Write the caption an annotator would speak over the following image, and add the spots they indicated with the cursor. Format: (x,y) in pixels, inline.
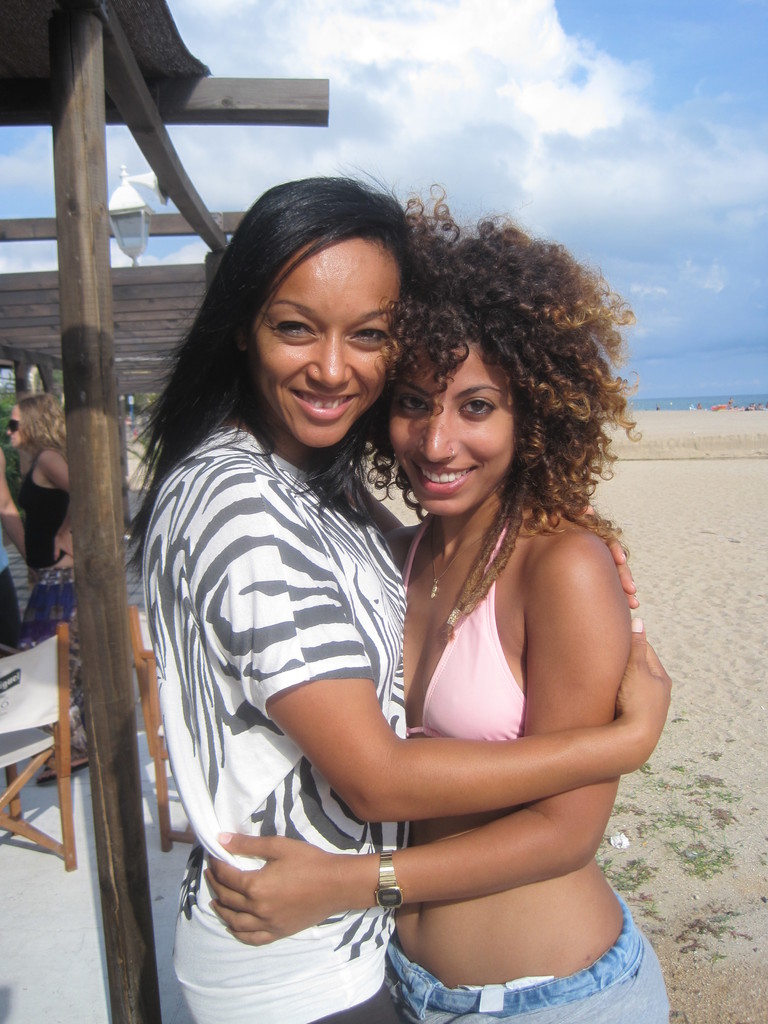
In this image I can see two women (272,294) are standing. I can also see smile (332,395) on their faces (335,304). In the background (53,580) I can see few chairs (36,677), few more people (46,632), sand (645,540), clouds (497,182), the sky (660,218) and here I can see a light (149,177).
